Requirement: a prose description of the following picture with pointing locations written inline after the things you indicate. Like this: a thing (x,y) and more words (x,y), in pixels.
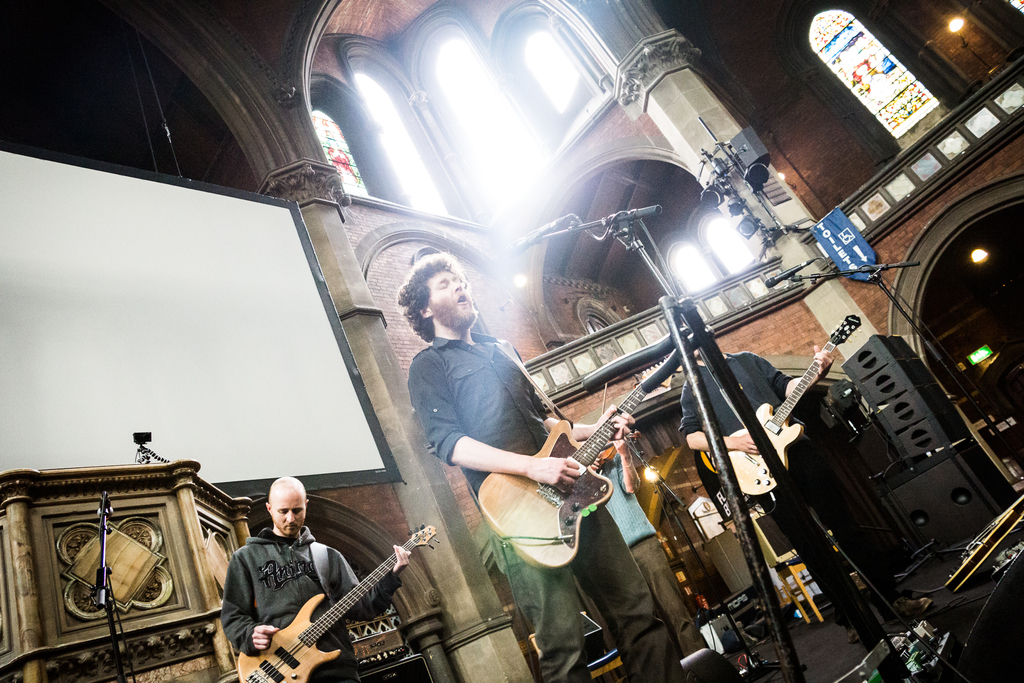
The person (488,391) who is wearing black shirt (487,376) is playing guitar (555,440) and singing in front of a mike (560,229), The person (757,368) in the right (775,377) is playing guitar (779,430), The person (308,585) in the background (312,576) is playing guitar (307,602), There are speakers (898,430) in the right side (903,432).
